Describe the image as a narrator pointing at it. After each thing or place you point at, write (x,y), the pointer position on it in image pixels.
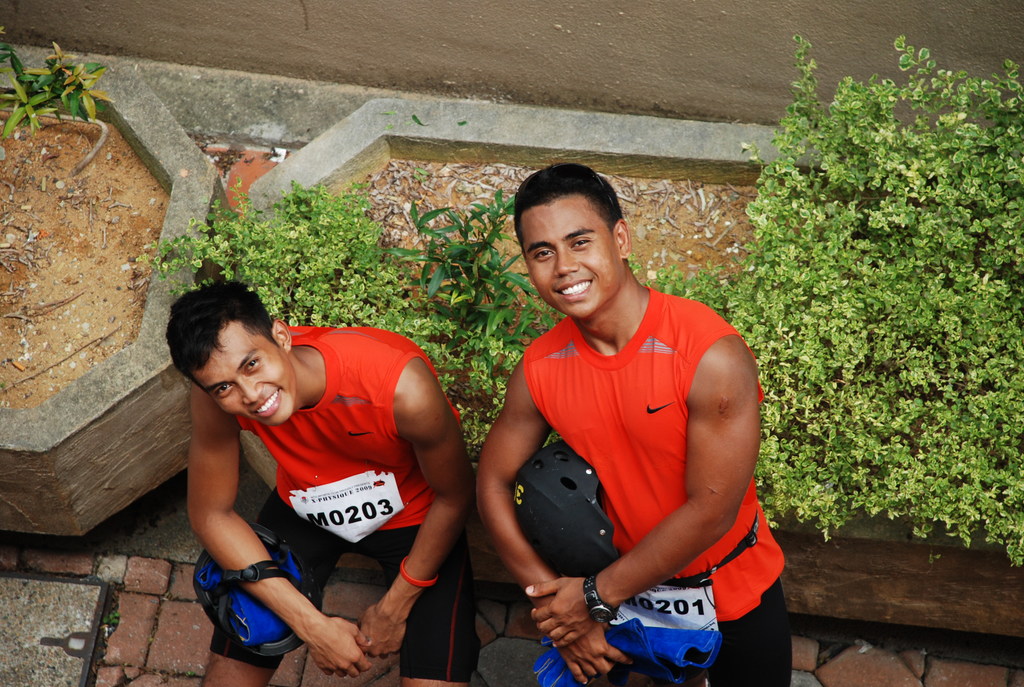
In this image I can see two person (366,418) standing and smiling. They are wearing red and black color dress (664,497). Back Side I can see trees (874,287).
